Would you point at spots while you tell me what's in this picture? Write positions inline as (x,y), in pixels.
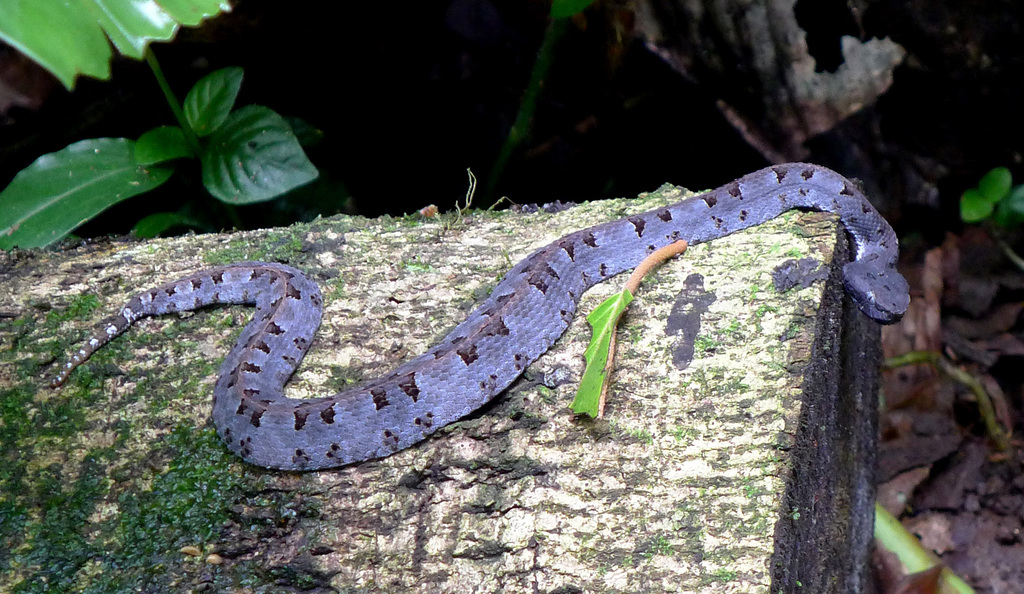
In this picture we can see snake (835,209) on the platform (740,369) and leaves (176,31). In the background of the image (894,87) it is dark.
